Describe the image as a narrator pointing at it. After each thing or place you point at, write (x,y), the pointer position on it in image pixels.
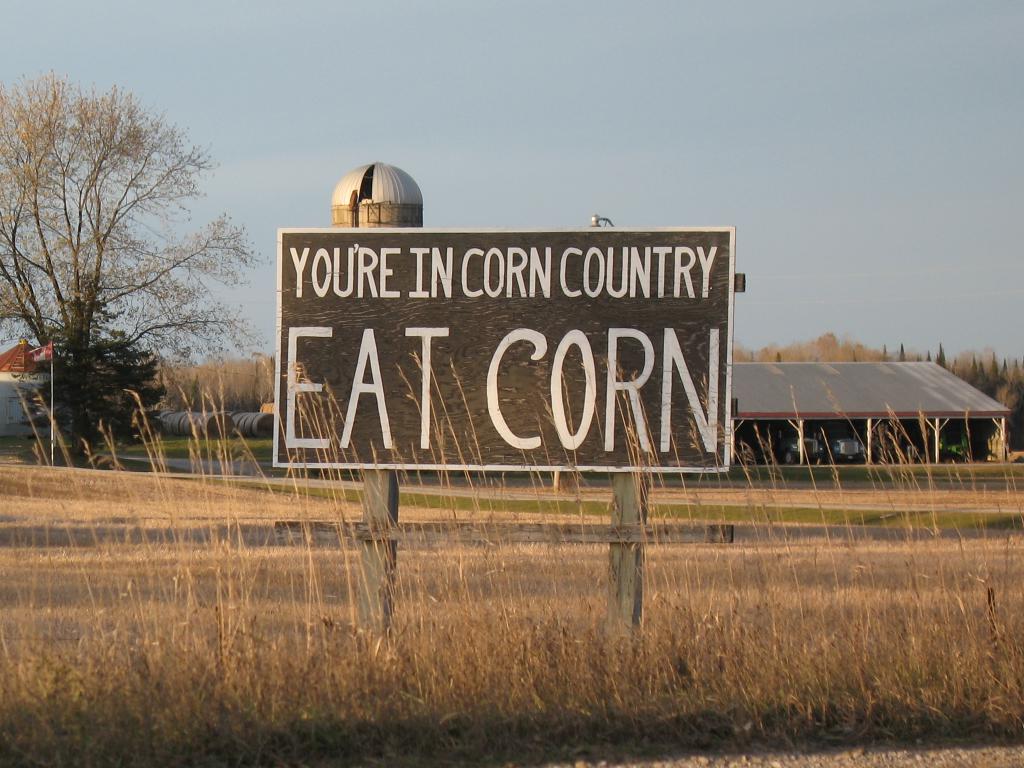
In the center of the image (351,282) there is a board (385,391) with some text (677,263) on it. In the background of the image (4,397) there are buildings (4,397), sky (517,198), trees (76,412). At the bottom of the image (543,702) there is dry grass (275,687).
